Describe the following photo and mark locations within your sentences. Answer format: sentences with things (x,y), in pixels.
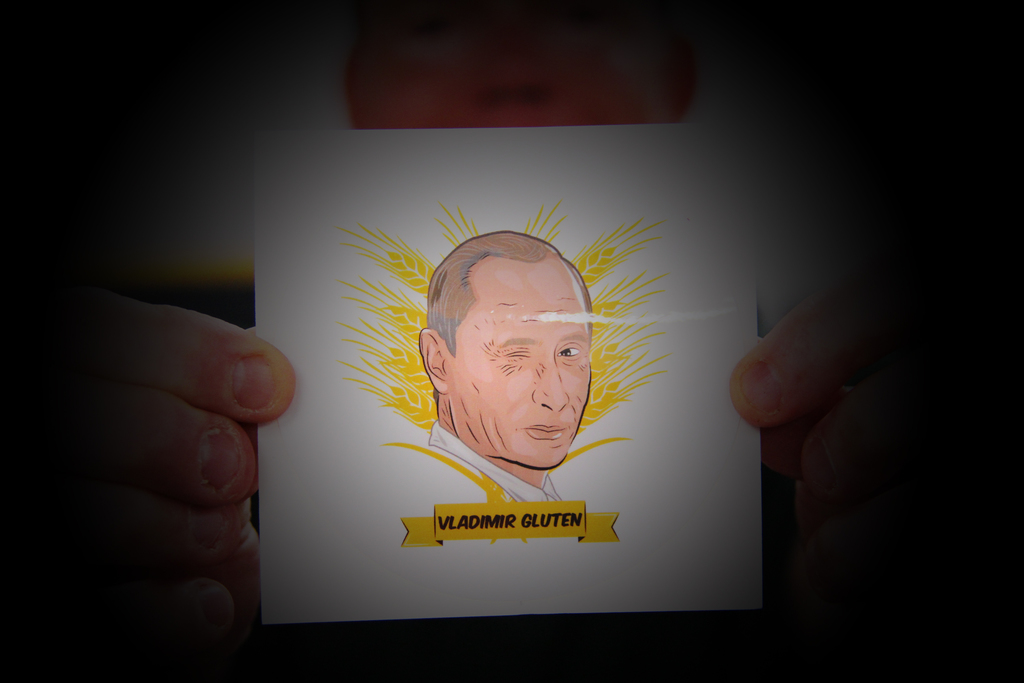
In the image a person (295,671) is holding a sticker (705,366).
